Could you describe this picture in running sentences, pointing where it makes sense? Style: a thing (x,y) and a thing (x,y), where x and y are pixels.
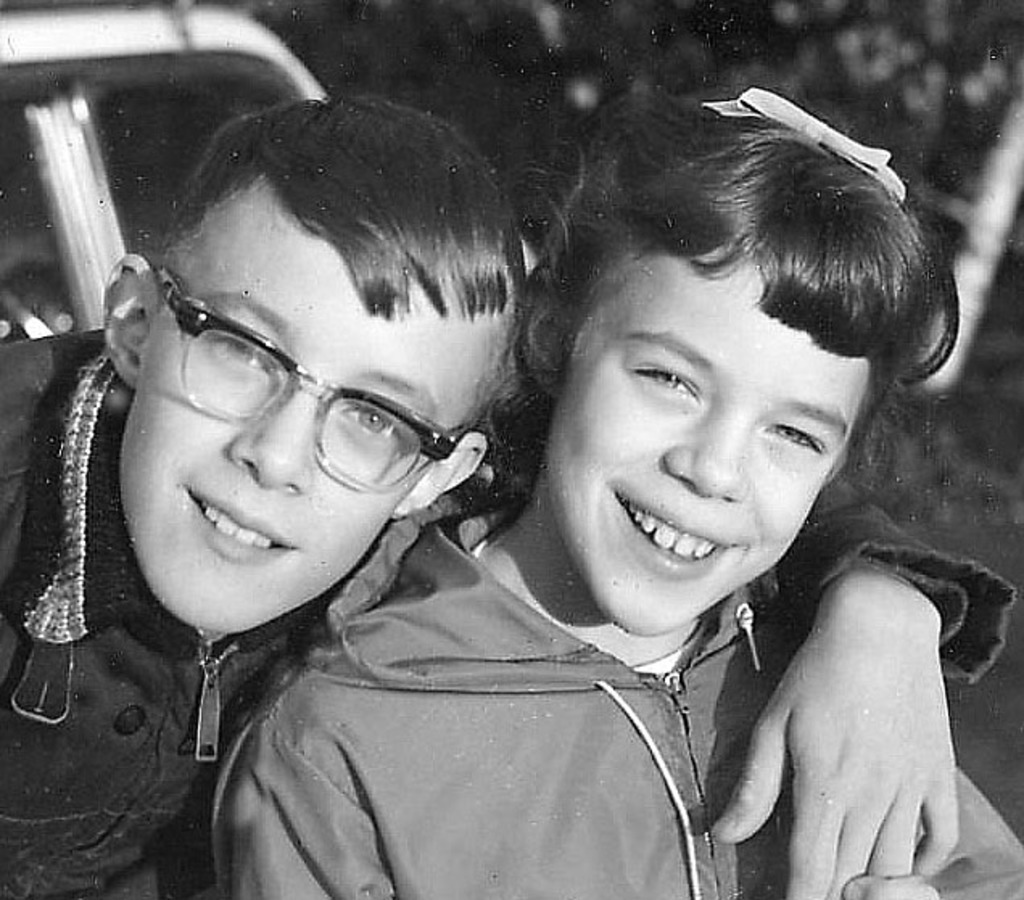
In this image we can see two kids (261,587) smiling. In the background (173,139) there is a vehicle (129,123).
